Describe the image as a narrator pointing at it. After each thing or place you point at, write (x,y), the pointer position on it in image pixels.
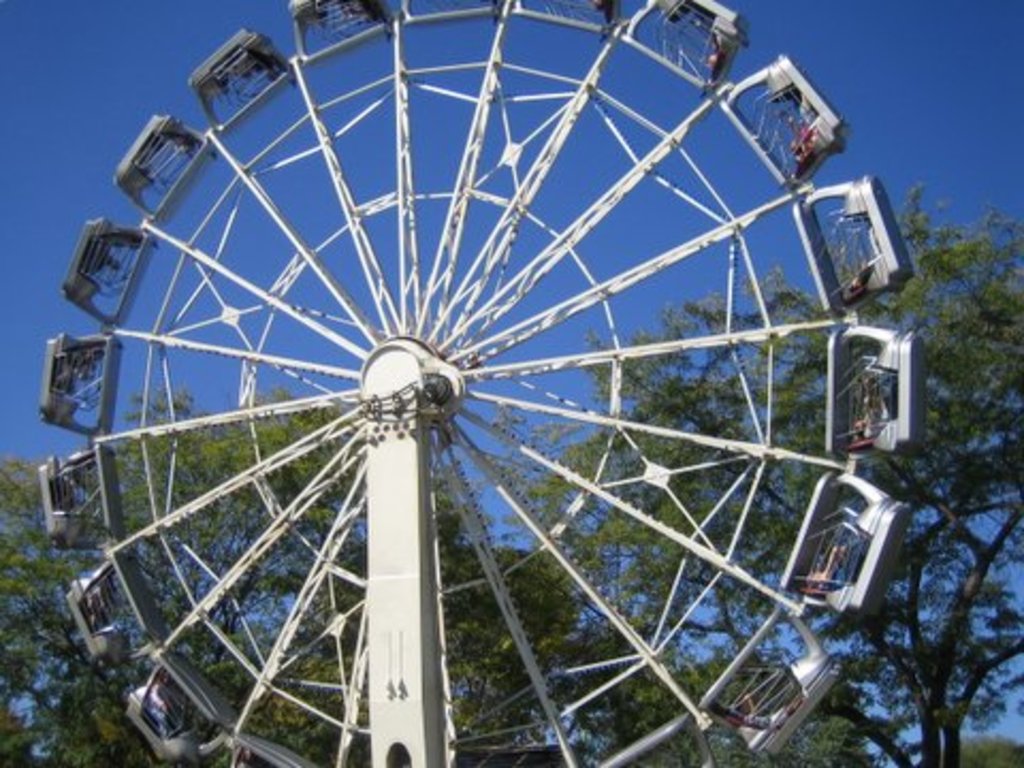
In this image, It looks like a giant wheel (227,414) with the cabins (85,484). In the background (145,494), I can see the trees (936,463) and the sky (857,104).
